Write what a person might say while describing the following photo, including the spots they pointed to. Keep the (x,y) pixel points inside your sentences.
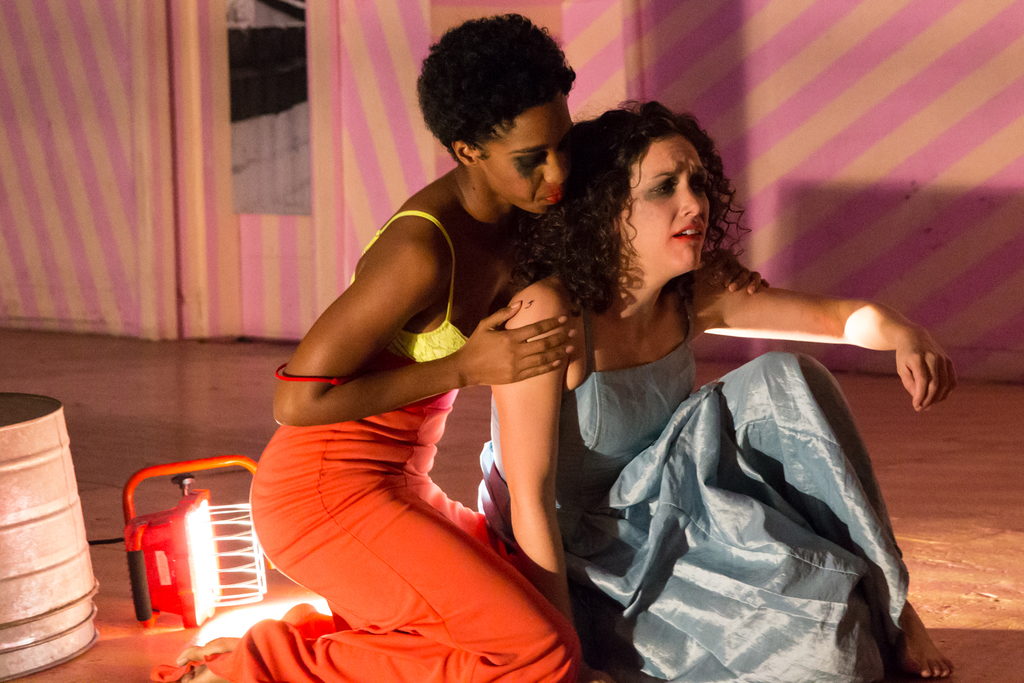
In this image we can see women (504,598) sitting on the floor (171,367). In the background (208,295) we can see walls (127,277), bins (66,589) and electric light (147,561).
